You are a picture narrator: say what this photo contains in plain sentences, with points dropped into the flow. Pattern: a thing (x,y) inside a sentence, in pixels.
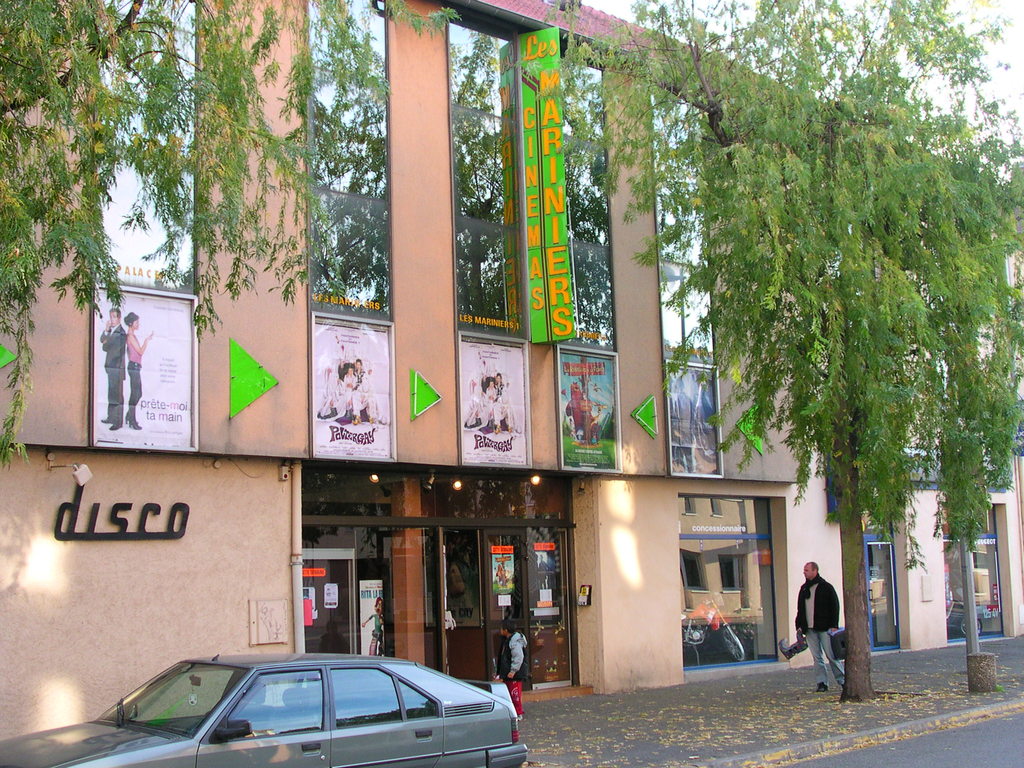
In the foreground of this image (286,735), there is a car (339,738) on the left (316,716), few trees (858,336) in front of a building (409,528) which is having posters (148,401), glass windows (768,537), glass doors (443,636) to it. On the top right (990,49), there is the sky (1017,33).
